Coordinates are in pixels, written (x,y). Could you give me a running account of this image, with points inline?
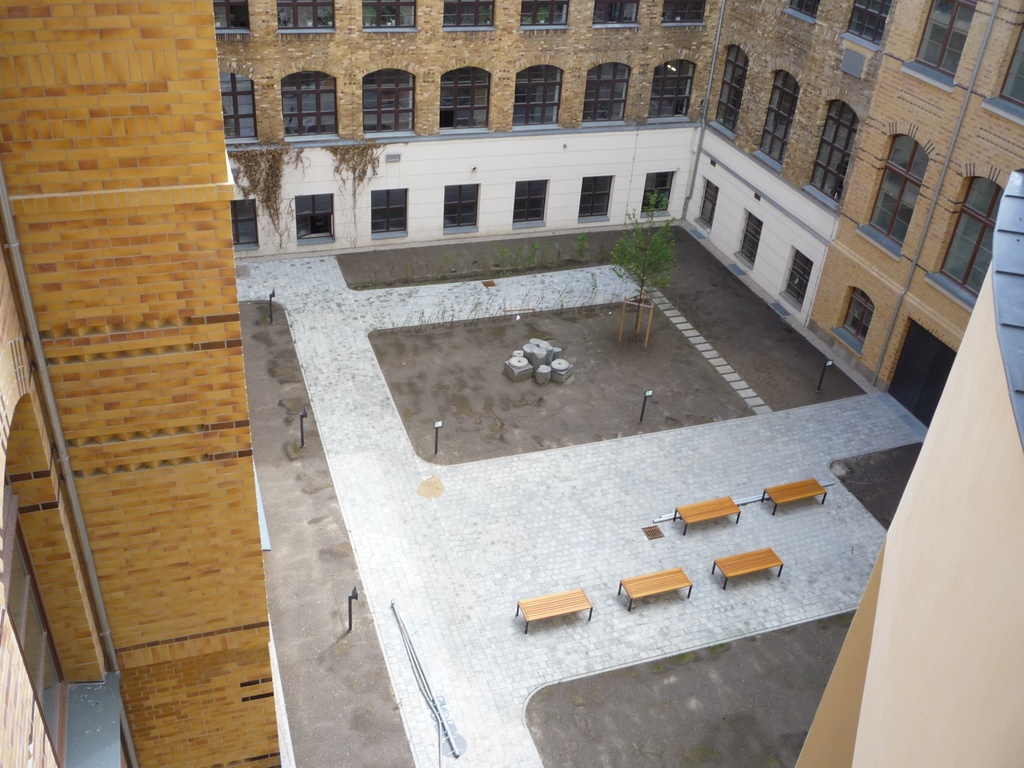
In this image I can see a building (483,98) along with the windows (459,89). In the middle of the image (547,390) there is ground (574,493) and there are few benches (724,573) and a plant (639,312) placed on the ground (481,570).
